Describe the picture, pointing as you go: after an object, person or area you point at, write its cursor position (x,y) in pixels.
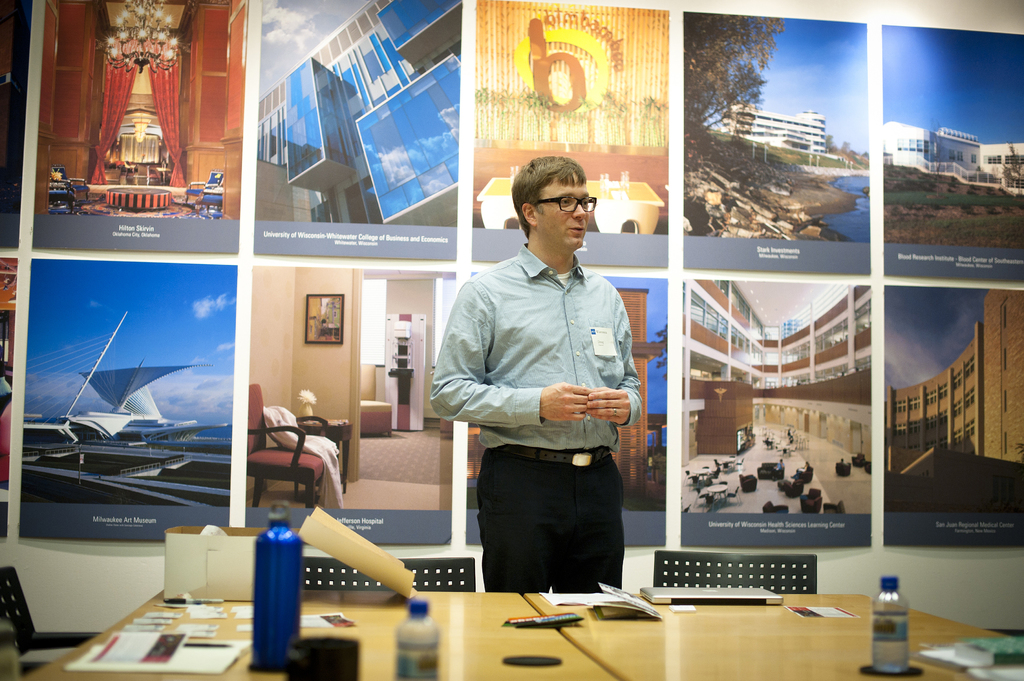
There is a person (525,258) standing in the foreground area of the image (526,396), there are chairs (669,558) and a table (782,620) at the bottom side (172,661), there are papers (516,620), bottles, laptop (688,599) and other items (547,622) on the table (646,662), it seems like a screen (470,133) in the background (267,48), on which there are posters (599,213).
